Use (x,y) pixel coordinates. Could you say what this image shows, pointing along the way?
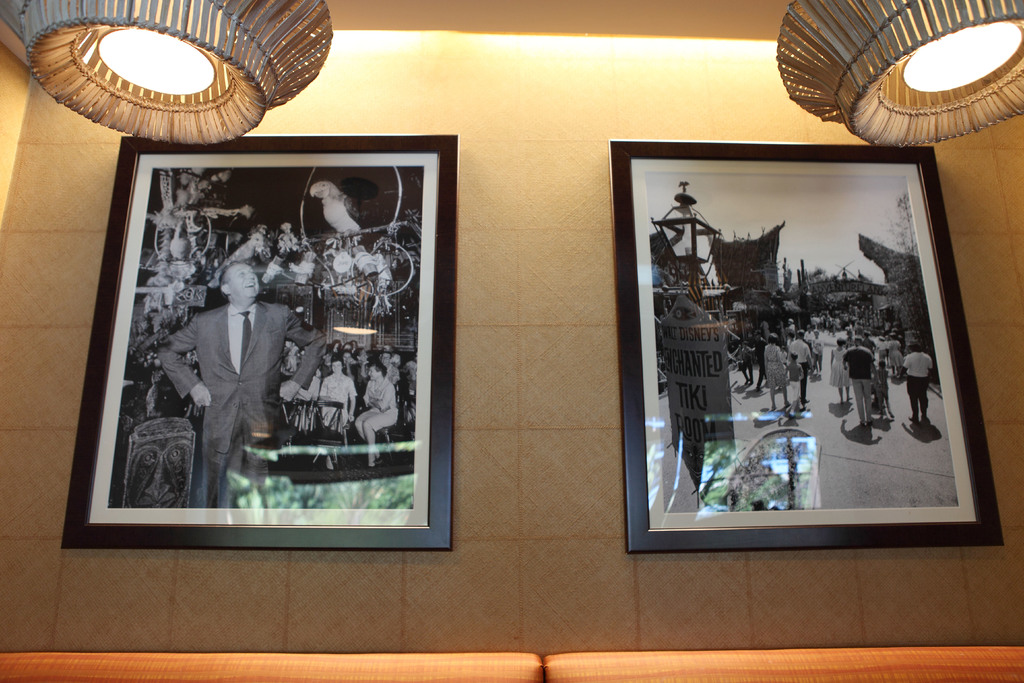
In the picture we can see two photo frames (385,364) on the wall (586,411), in the photo frames (371,470) we can see people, there are lights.
